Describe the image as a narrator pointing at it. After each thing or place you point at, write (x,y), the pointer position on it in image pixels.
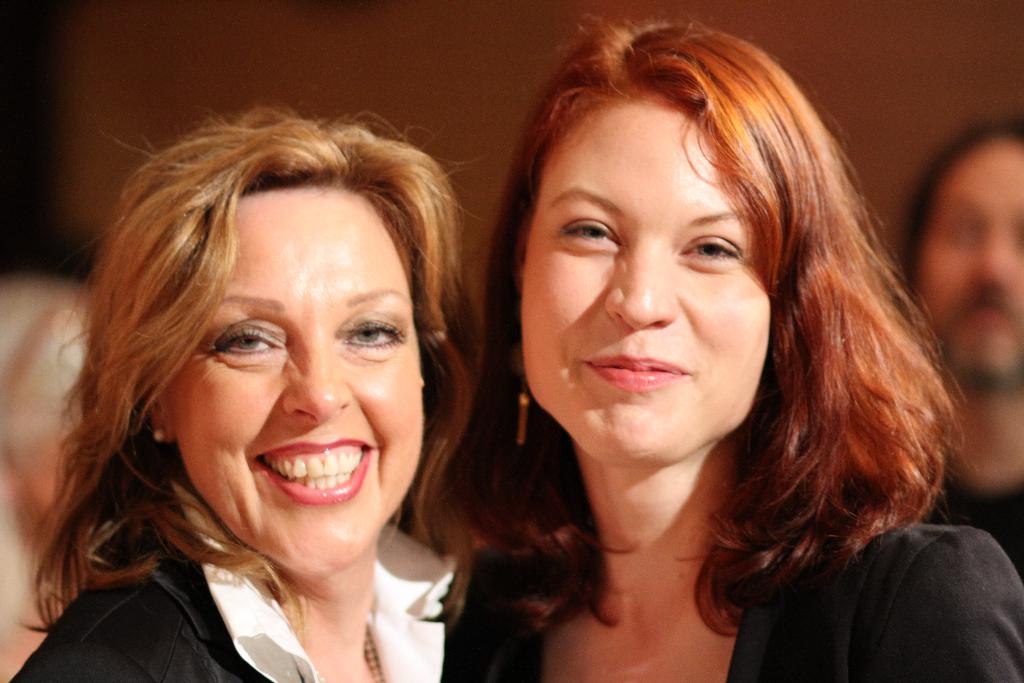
In this image, in the middle (627,334), we can see two women (420,571) who are wearing black color jacket (529,639). In the background (22,407), we can also see a group of people (1001,341) and brown color wall (270,34).
